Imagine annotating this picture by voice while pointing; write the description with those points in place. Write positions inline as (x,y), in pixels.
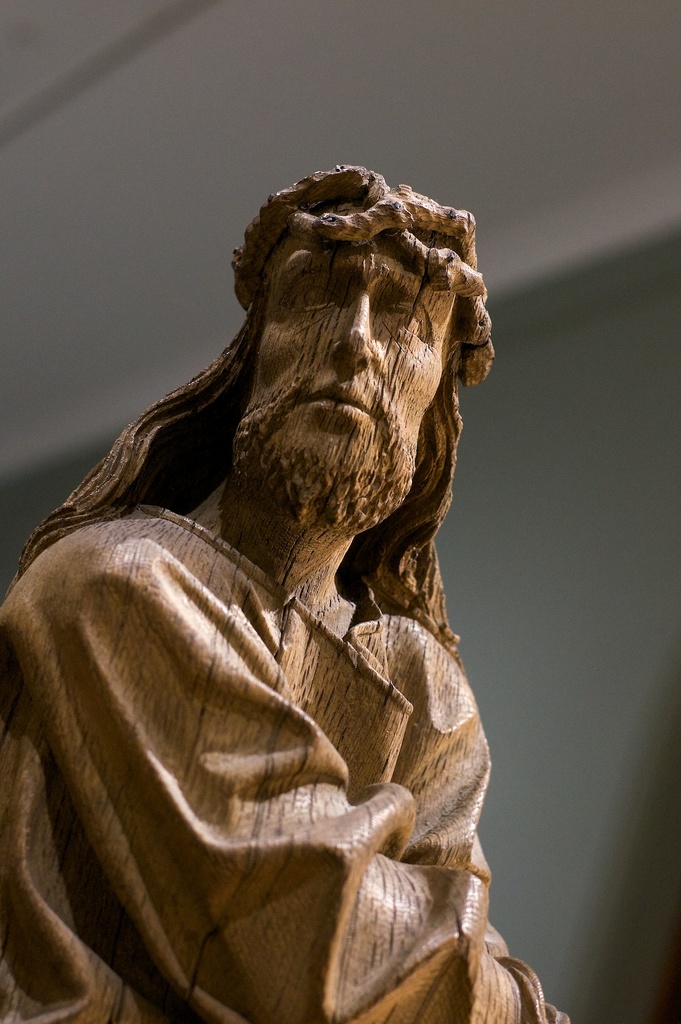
This image consists of a statue (354,438). In the background (642,881), there is a wall (502,375). The statue (233,825) is in brown color.
